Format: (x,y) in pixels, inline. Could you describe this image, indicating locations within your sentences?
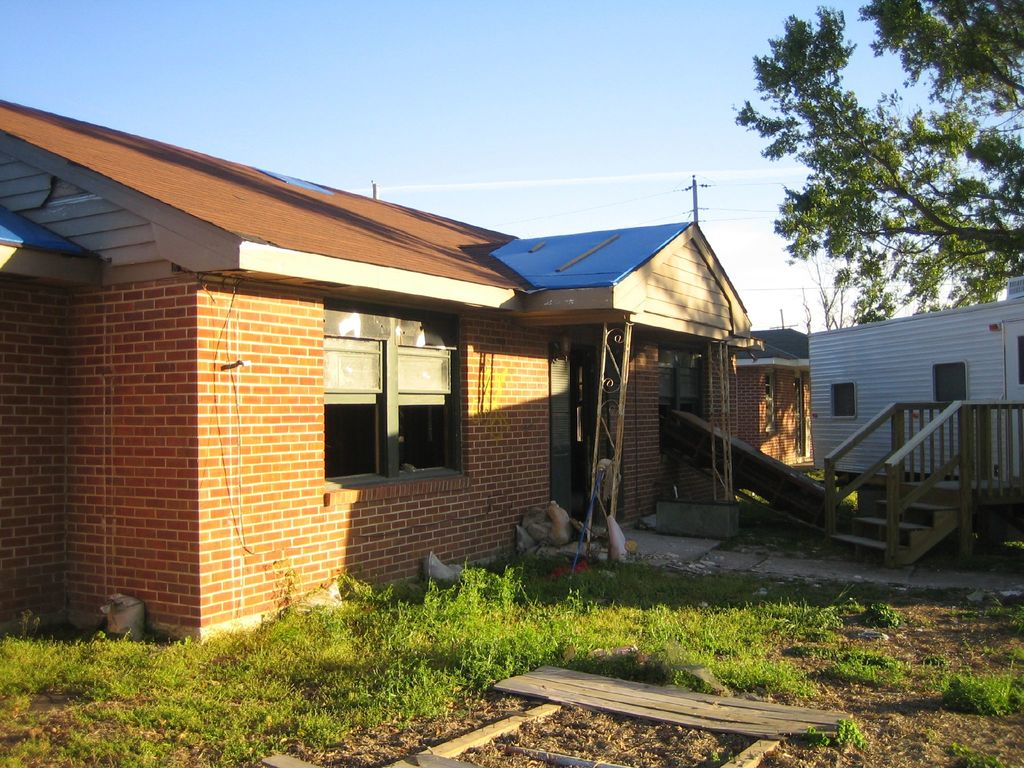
In the picture we can see a house (183,557) with brick walls (131,504), window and a door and near the house (173,565) we can see grass surface (339,709) and some small plants (718,675) and beside the house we can see some steps (873,518) and railing (890,474) and another house (870,414) and a part of the tree (857,221) and behind the house (671,289) we can see a sky (784,263).
